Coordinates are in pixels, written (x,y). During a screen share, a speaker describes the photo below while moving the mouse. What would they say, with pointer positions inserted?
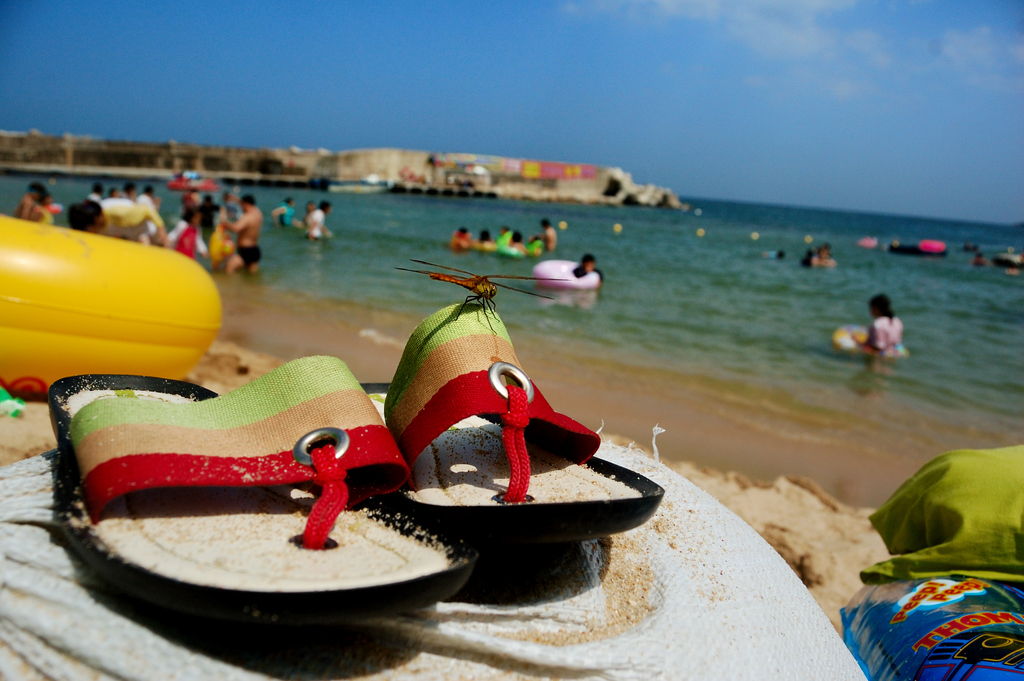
In this image there is a pair of sandals (451,382), there is an insect (519,277) on one of the sandal (484,534), woven bags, group of people (226,227) with the inflatable rings (569,260) in the water (912,290), rocks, and in the background (614,71) there is sky (432,144).
